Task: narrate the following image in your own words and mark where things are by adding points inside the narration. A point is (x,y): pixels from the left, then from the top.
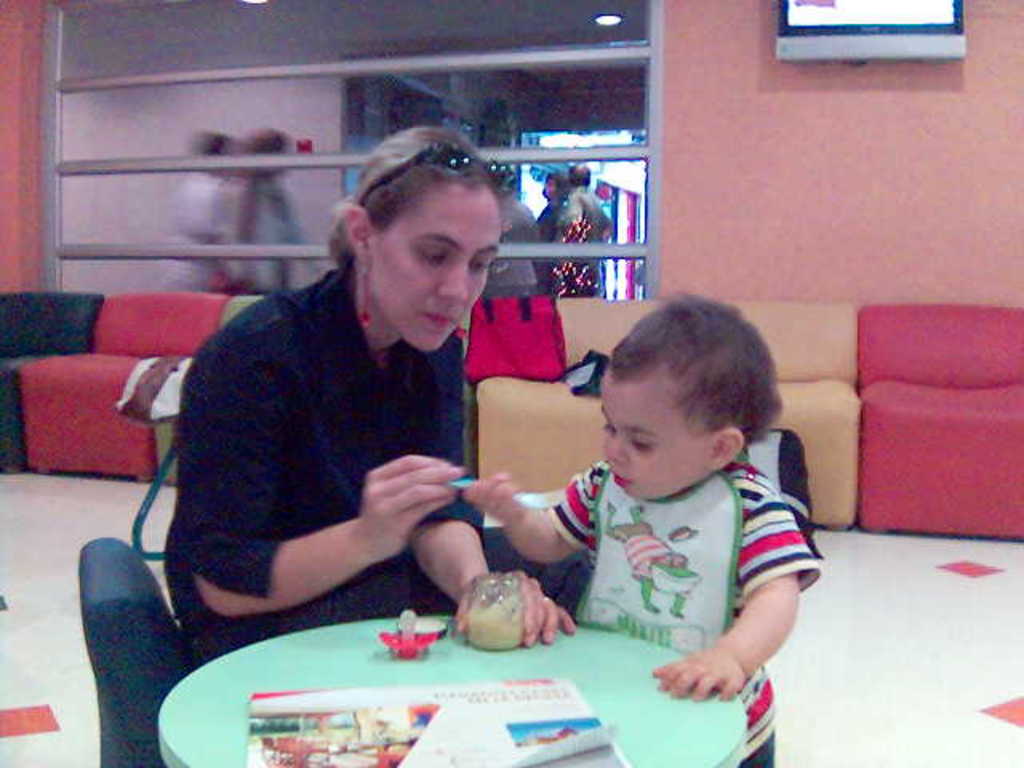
In the image we can see one person (300,505) sitting on the chair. In front (234,747) there is a table (290,663), on table (290,663) we can see book (478,725), pacifier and baby food jar (480,627). In the background (982,230) there is a wall (842,184), couch (585,330) and few persons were standing.
